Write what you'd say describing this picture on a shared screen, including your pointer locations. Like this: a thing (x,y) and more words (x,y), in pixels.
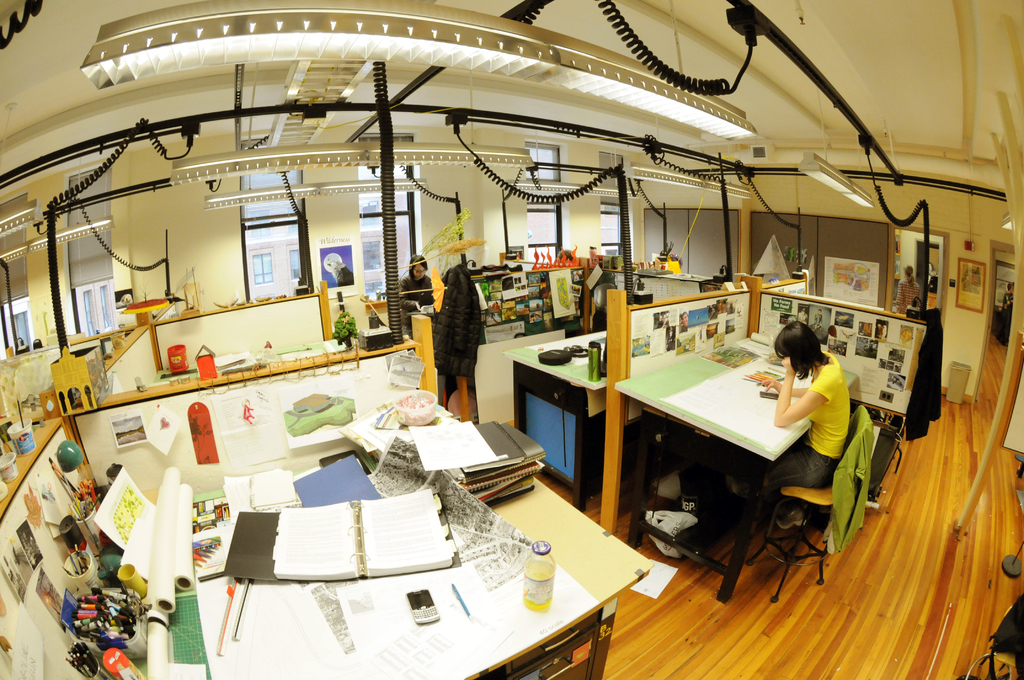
In this picture we can see a person (812,451) wearing yellow t-shirt (835,407) is sitting on a chair (812,494). On the table (462,612) we can see bottle (540,596), files (400,526), mobile (416,616) and few other objects (409,631). On the right side of the picture (966,265) we can see a frame (981,268) on the wall (954,241). This is a floor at the bottom portion of the picture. We can see people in this picture.
